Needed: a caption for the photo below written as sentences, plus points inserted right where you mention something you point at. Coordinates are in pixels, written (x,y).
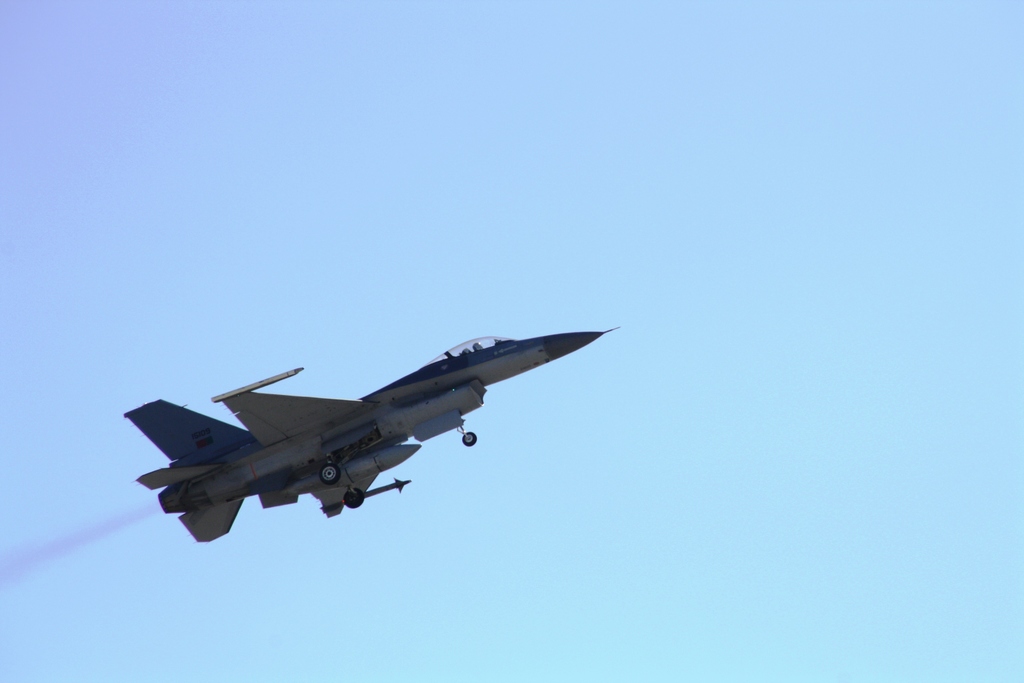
In this image I can see an aircraft (169,470) in air (320,365). Here I can see smoke (11,568) and I can also see blue colour in the background (444,285).
